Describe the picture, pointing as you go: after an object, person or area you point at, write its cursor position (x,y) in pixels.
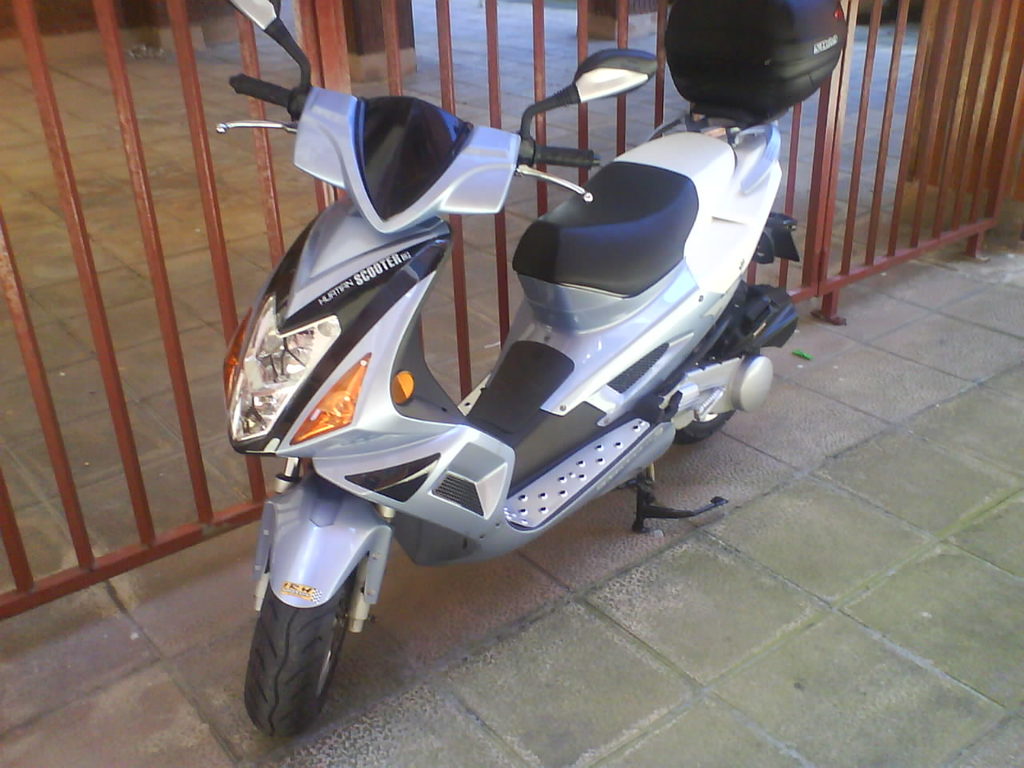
In the picture we can see a moped bike (713,362) which is gray in color parked on the tile path (760,506) beside the bike (729,168), we can see a railing (816,161) which is brown in color.
